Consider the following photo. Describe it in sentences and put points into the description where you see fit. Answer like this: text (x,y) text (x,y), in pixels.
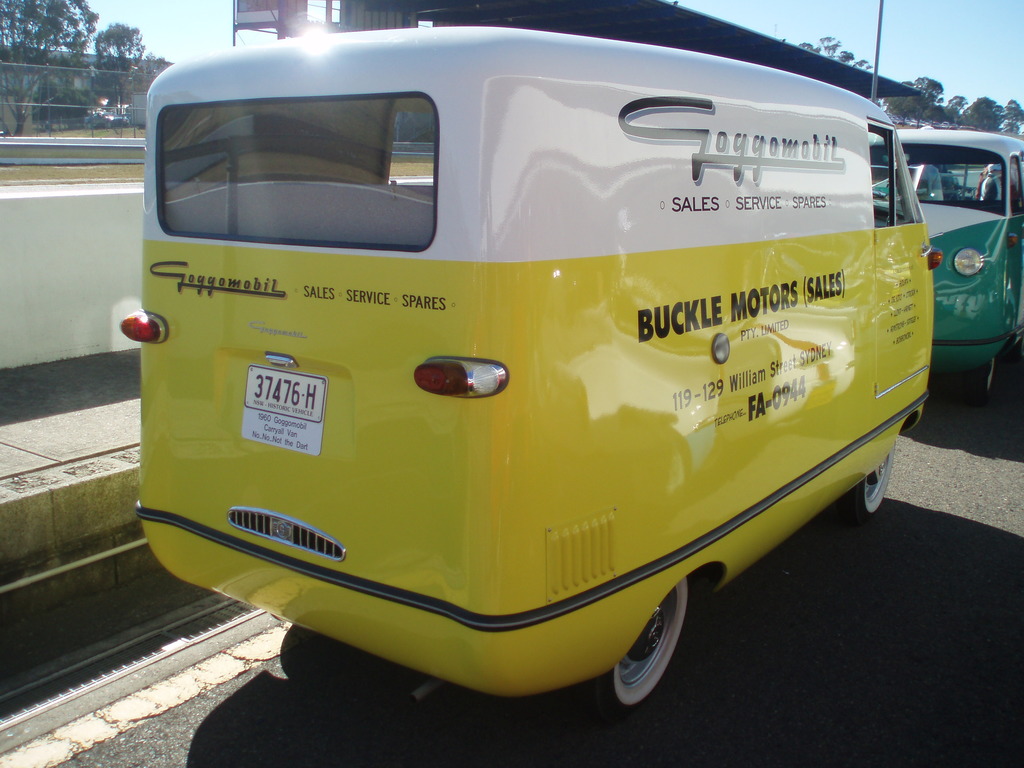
In this image there are some vehicles (992,274) parked on the road (748,581), beside that there is a play ground (25,180), trees (6,16) and building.
